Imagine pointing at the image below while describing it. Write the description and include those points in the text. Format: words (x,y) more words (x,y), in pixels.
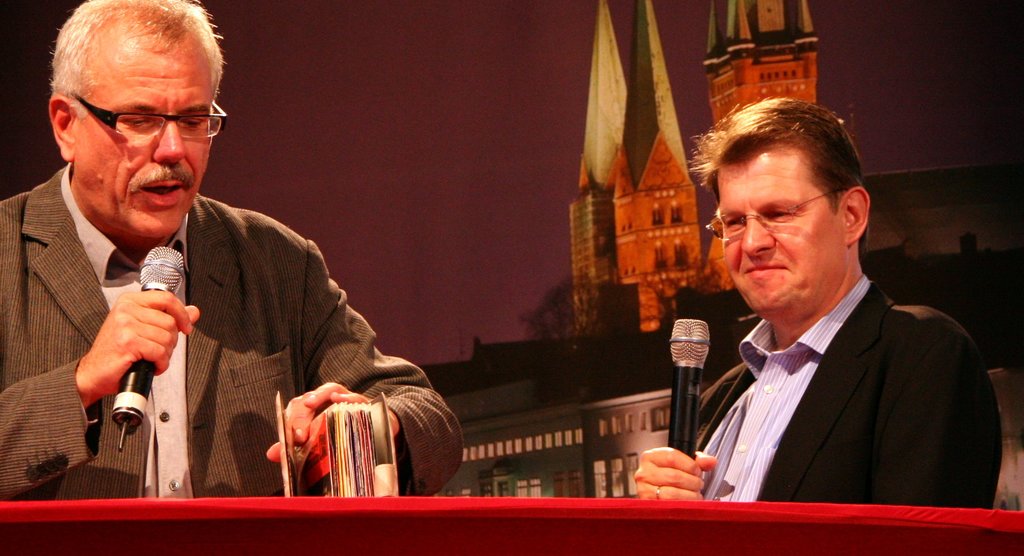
This picture shows a man (203,65) speaking with the help of a microphone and he holds a book (359,449) in his hand (340,396) and we see other man (961,425) looking at the book (370,436) and holds a microphone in his hand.
